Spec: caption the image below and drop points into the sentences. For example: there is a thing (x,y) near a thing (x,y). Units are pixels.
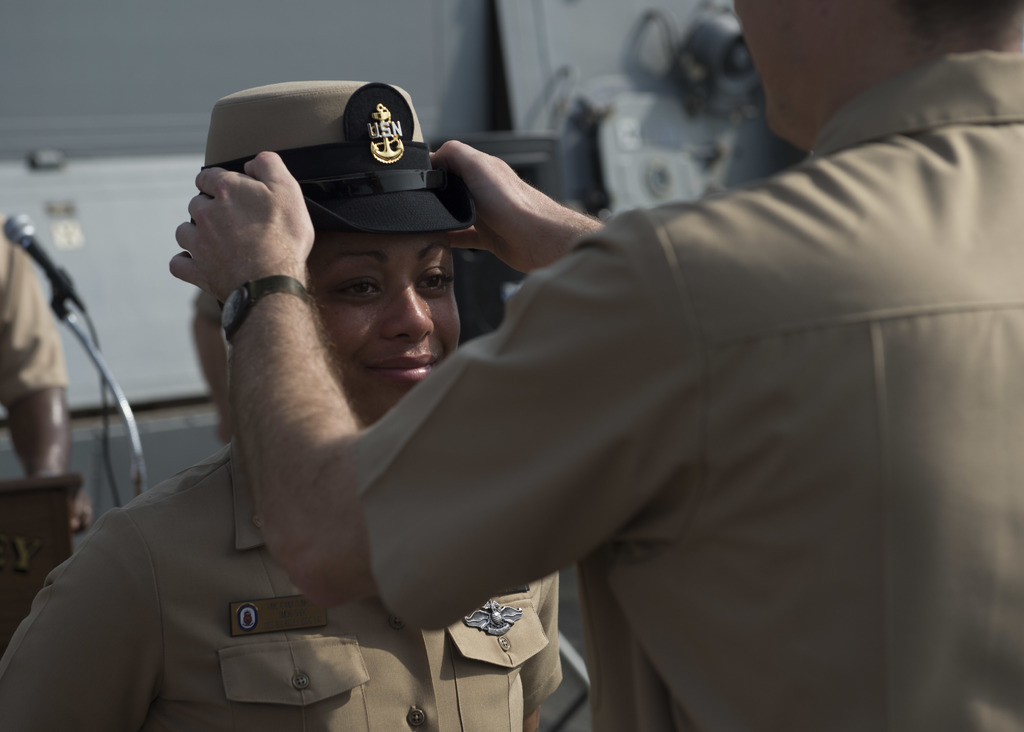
In the image we can see there are three people (428,499), wearing the same uniform (97,529), this is a wrist watch (237,305), cap (298,172), microphone (57,265), cable wire (96,352) and an object (651,140). This person (386,361) is smiling.
